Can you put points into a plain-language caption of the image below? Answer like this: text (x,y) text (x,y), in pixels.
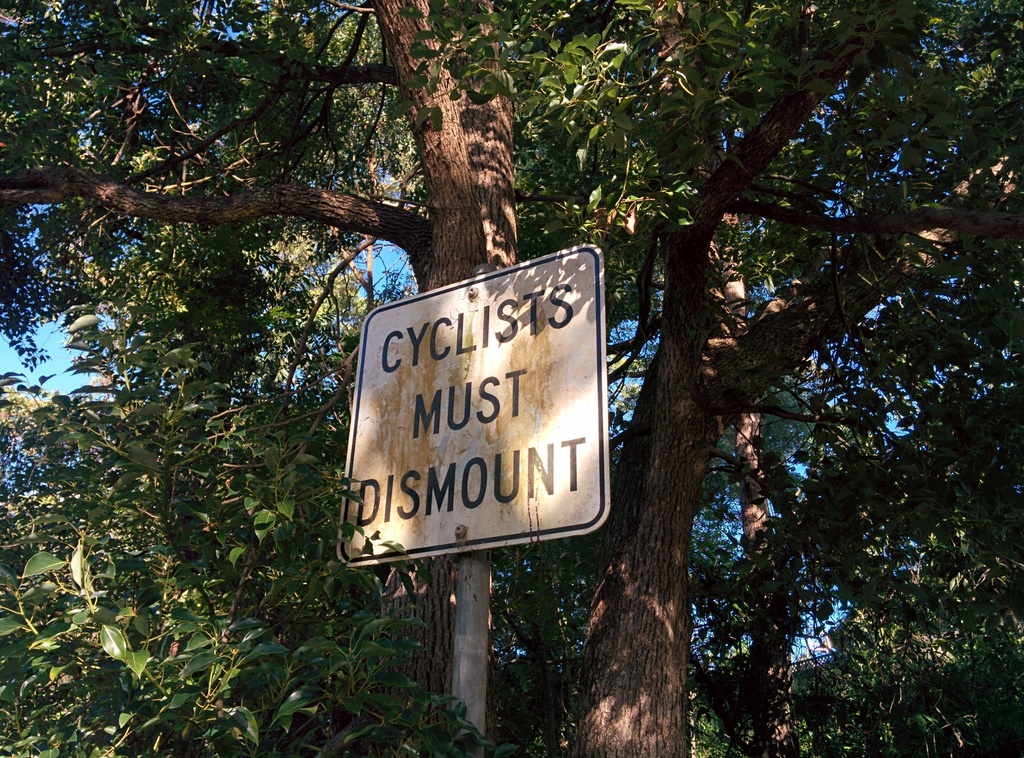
In this picture we can see a name board (590,513) attached to the pole (467,667) and in the background (667,559) we can see trees (365,643) and the sky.
